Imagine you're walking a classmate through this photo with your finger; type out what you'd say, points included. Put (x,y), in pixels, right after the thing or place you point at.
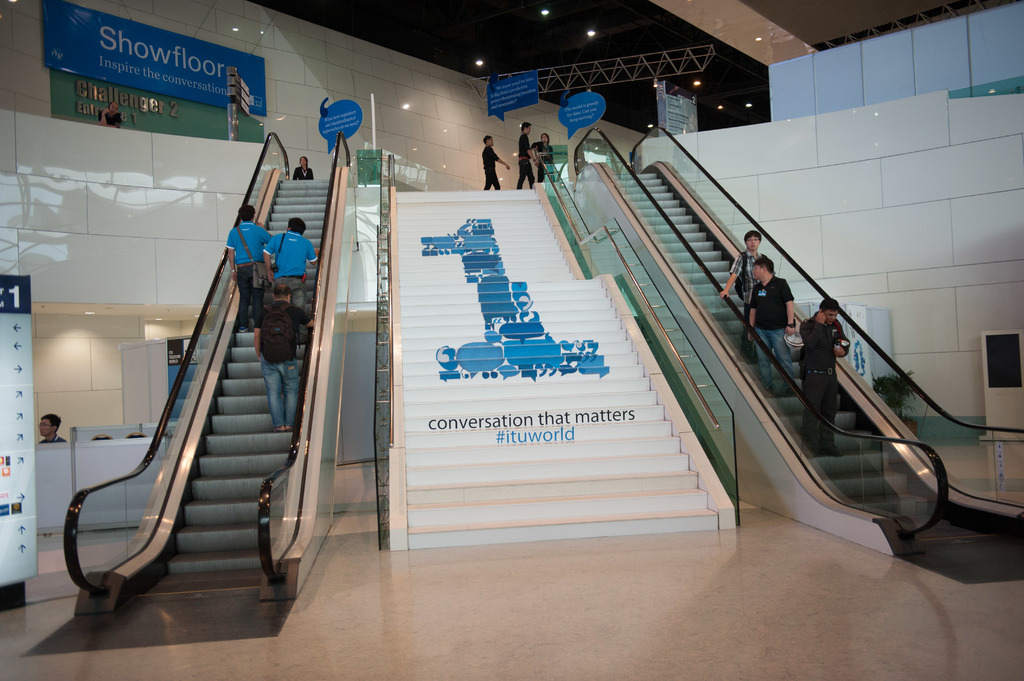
In this image, I can see six persons (280,381) standing on the escalators (200,451) and three persons (524,167) walking. In the center of the image (491,356), it looks like a sticker (510,361) and words (543,431) on a stairway (543,437). At the bottom of the image (471,632), there is a floor (897,628). On the right side of the image (908,395), I can see a house plant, a table (1013,459) and an object (987,406). On the left side of the image (18,503), I can see a board (18,477) with directions (19,507) and there is a person (58,439) behind the table (71,465). At the top of the image (247,64), there are ceiling lights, a truss (545,87) and boards (679,105).
